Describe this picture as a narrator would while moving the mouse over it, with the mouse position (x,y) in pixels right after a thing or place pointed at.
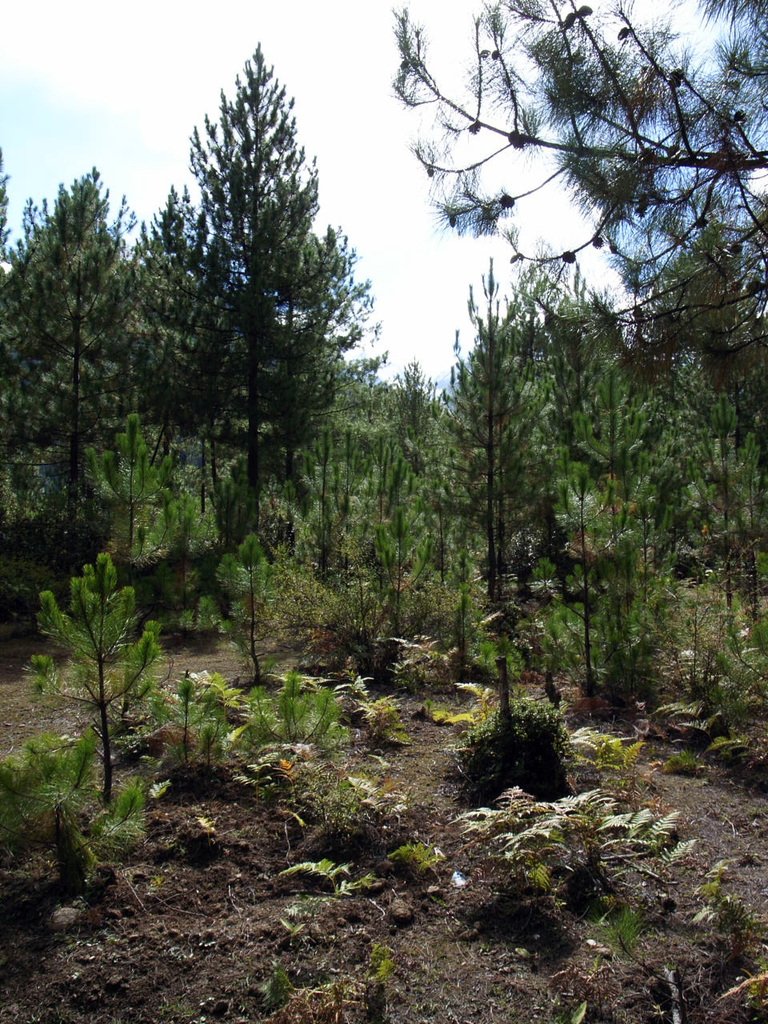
In this picture we can see trees (475,506), plants (588,548) and we can see sky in the background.
